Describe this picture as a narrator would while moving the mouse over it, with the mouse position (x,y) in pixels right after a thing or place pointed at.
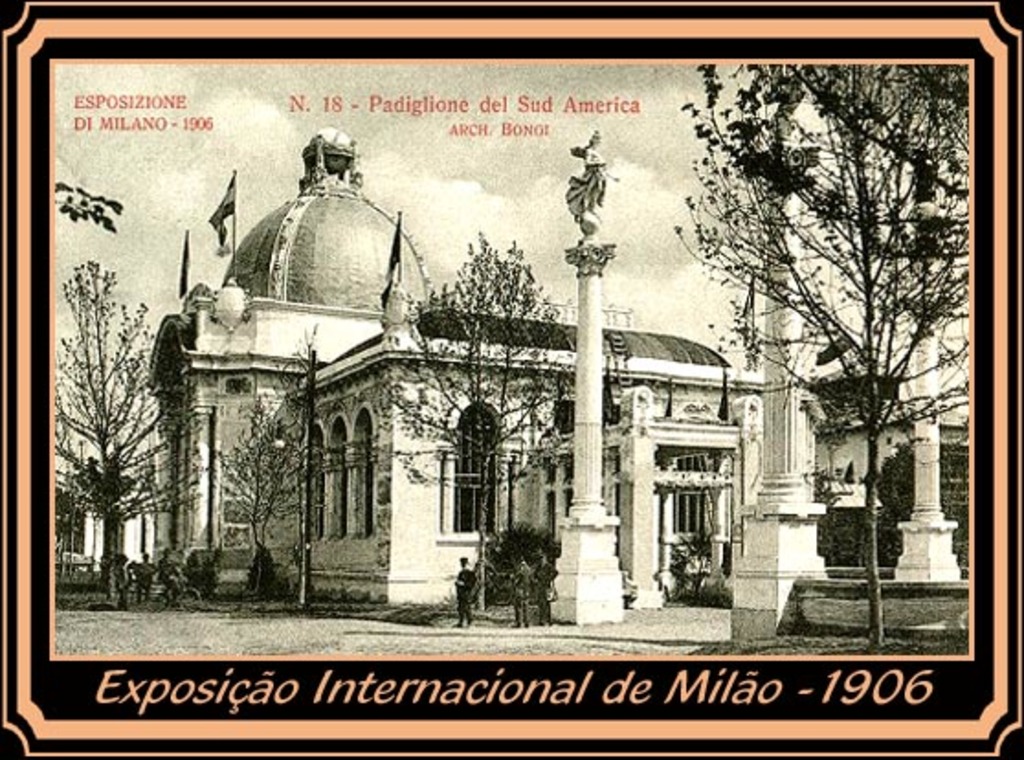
In this image in the middle (491,498) there are buildings (559,480), statue (580,176), pillars (589,340), flags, trees (494,446), people (551,575), and, doors (678,529), sky (648,285) and clouds (648,267). At the bottom (615,675) there is a text (881,682). At the top (349,107) there is a text (352,100).
